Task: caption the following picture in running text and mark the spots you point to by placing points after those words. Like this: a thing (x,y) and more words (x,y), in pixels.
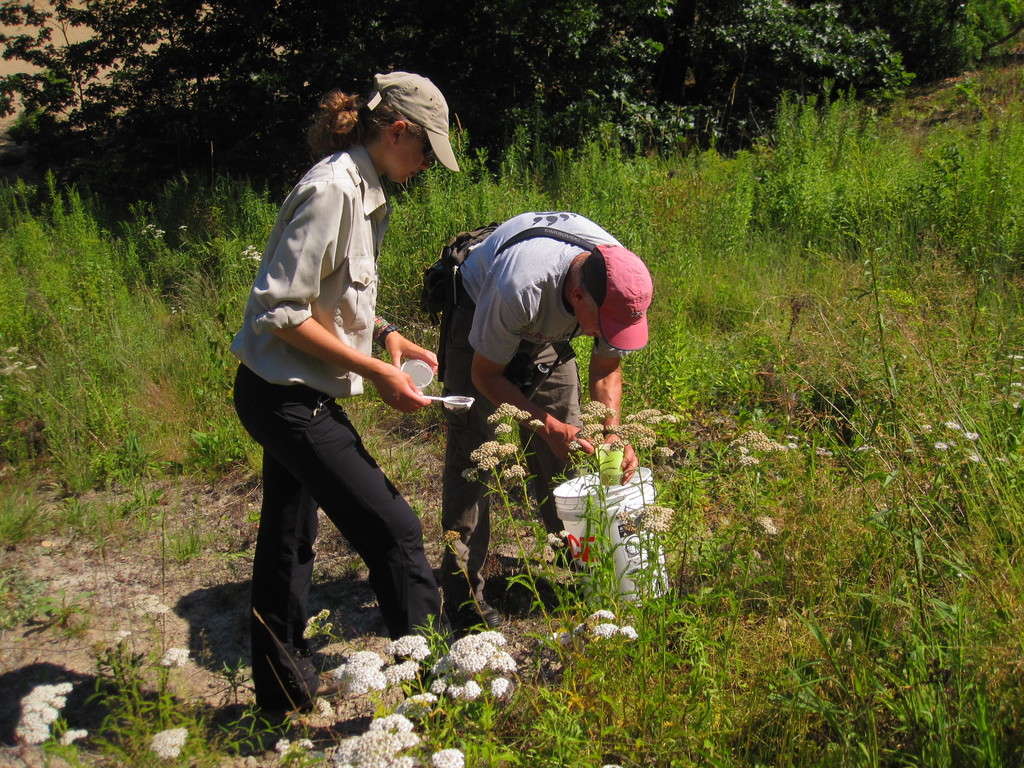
In the middle of the picture (617,282), we see two people (549,387) are standing. The man (466,507) is holding a green color glass (605,459) in his hands (557,441). Beside him, we see a white bucket (637,549). The woman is also holding a spoon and a white glass (412,382) in her hands (376,374). At the bottom of the picture (572,626), we see the plants (677,654) which have flowers (464,698). These flowers (491,640) are in white color. In the background (92,261), there are plants (699,198) and trees (646,123).
